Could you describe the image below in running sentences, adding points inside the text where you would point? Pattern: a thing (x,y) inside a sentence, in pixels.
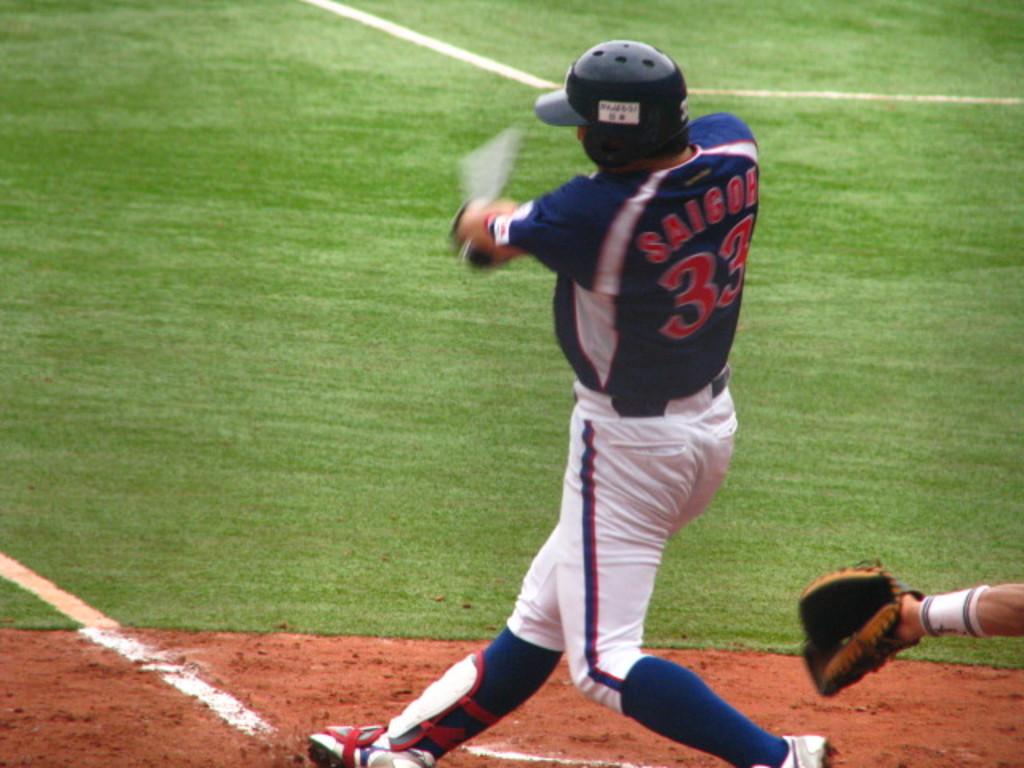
In this image a person (708,489) wearing sports dress (595,458) and he is on the land (912,725). He is holding bat (473,197) in his hand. He is wearing helmet (634,117). Behind him there is grassland (1002,519). Right side (843,649) there is a person hand (935,628) having gloves (838,608).
